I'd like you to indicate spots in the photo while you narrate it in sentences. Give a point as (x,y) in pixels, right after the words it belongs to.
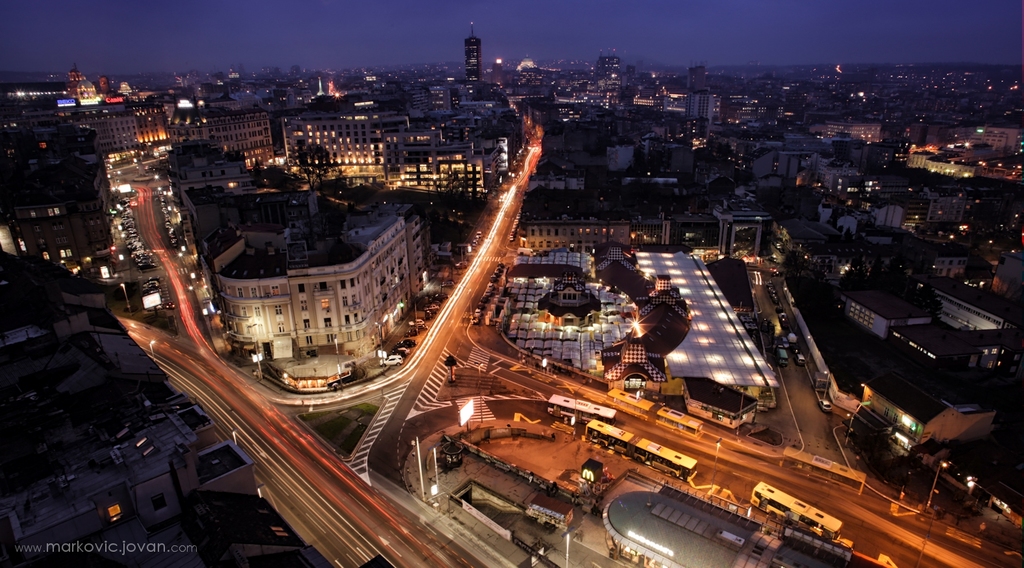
In this image there is the sky (349,47) towards the top of the image (194,28), there are buildings (528,226), there is road (438,378), there are poles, there are lights (470,271), there are vehicles (652,458) on the road (478,400).
